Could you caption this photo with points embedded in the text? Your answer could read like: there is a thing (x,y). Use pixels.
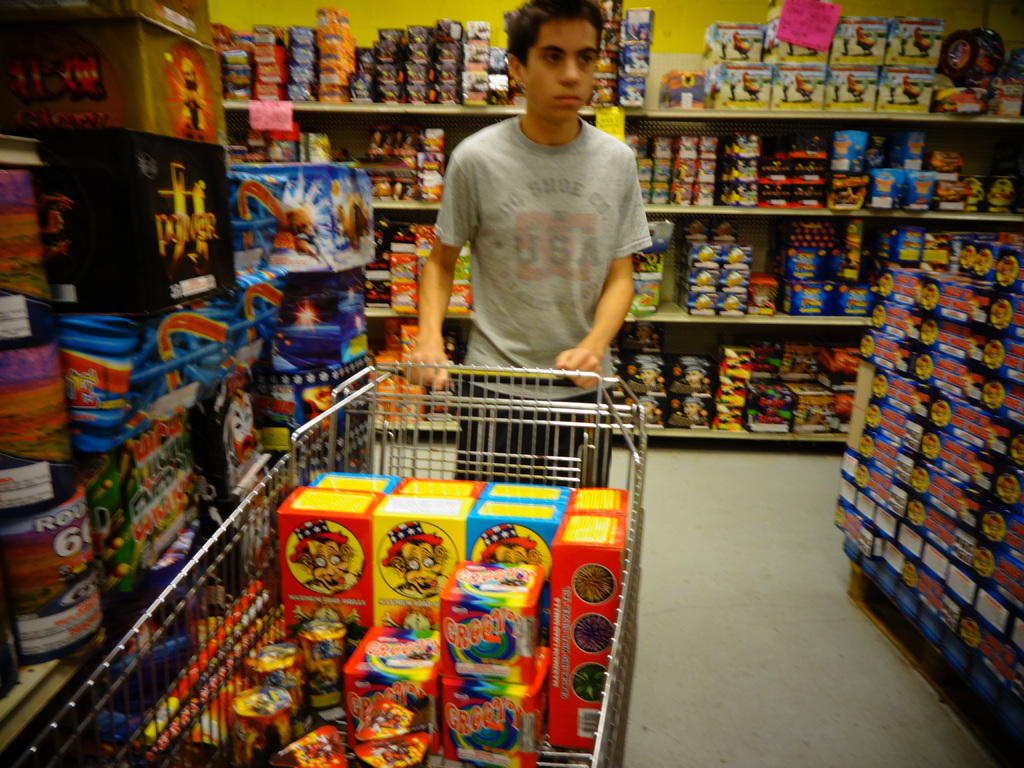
In the image we can see a person (542,236) standing, wearing clothes (526,317). This is a trolley (502,378) and these are the shelves (752,207), on the shelf (733,318) there are many things (709,284). This is a floor (747,514).
